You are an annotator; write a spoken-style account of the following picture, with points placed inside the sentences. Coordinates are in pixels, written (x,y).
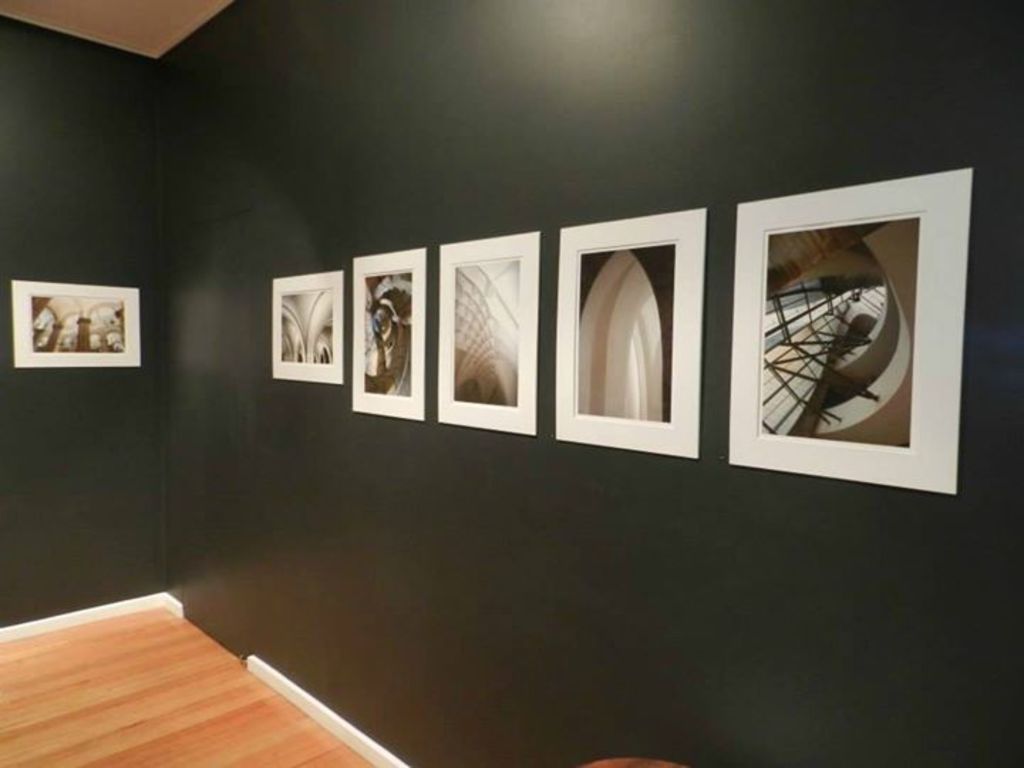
In this image I can see black walls (362,445) in a room (240,297). There are photo frames (127,297) on the walls (728,358). There is a wooden flooring (107,702).
